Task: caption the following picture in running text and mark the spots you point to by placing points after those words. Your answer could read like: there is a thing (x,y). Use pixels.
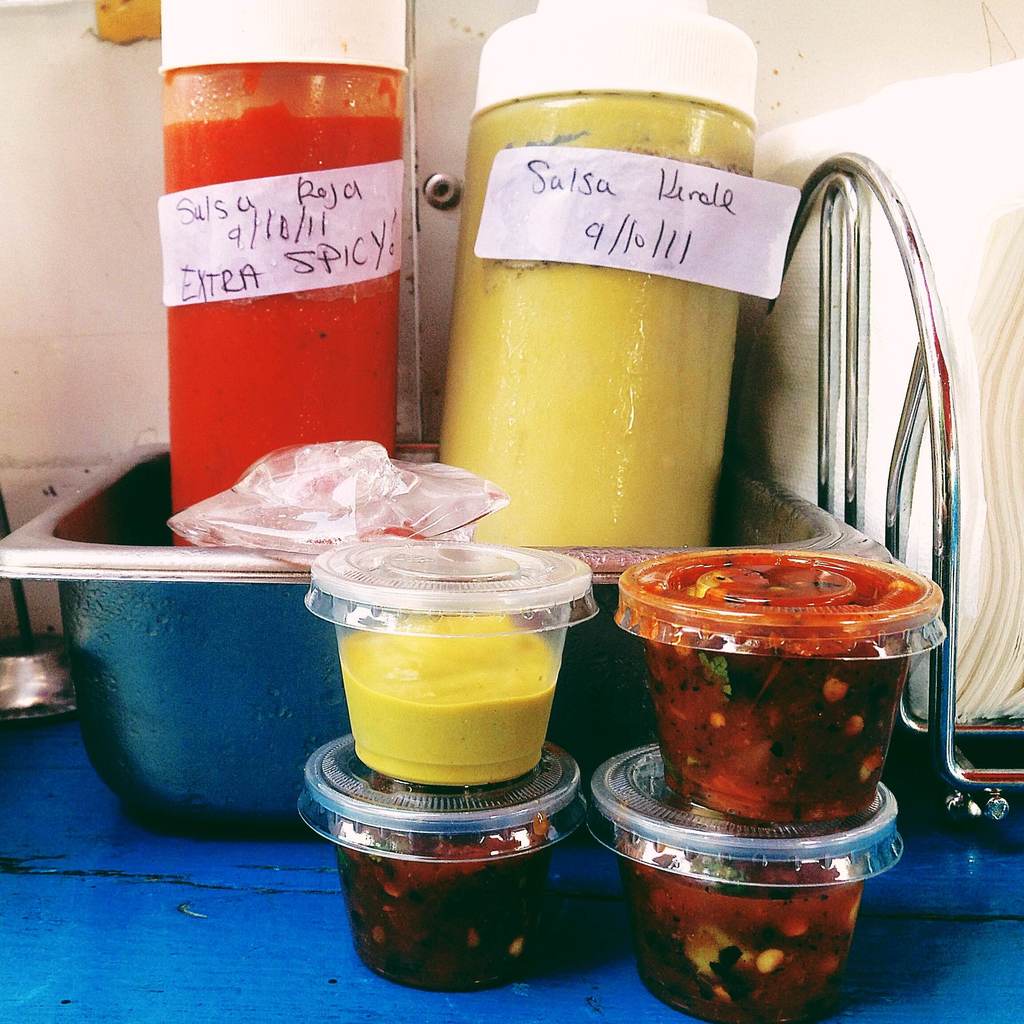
In this picture we can see four cups (477,573) in which we can see preservative food (515,715). This is a container (245,586). In this container (85,562) we can see two bottles (630,117) with different sauces (537,389). This is a table (169,975).
